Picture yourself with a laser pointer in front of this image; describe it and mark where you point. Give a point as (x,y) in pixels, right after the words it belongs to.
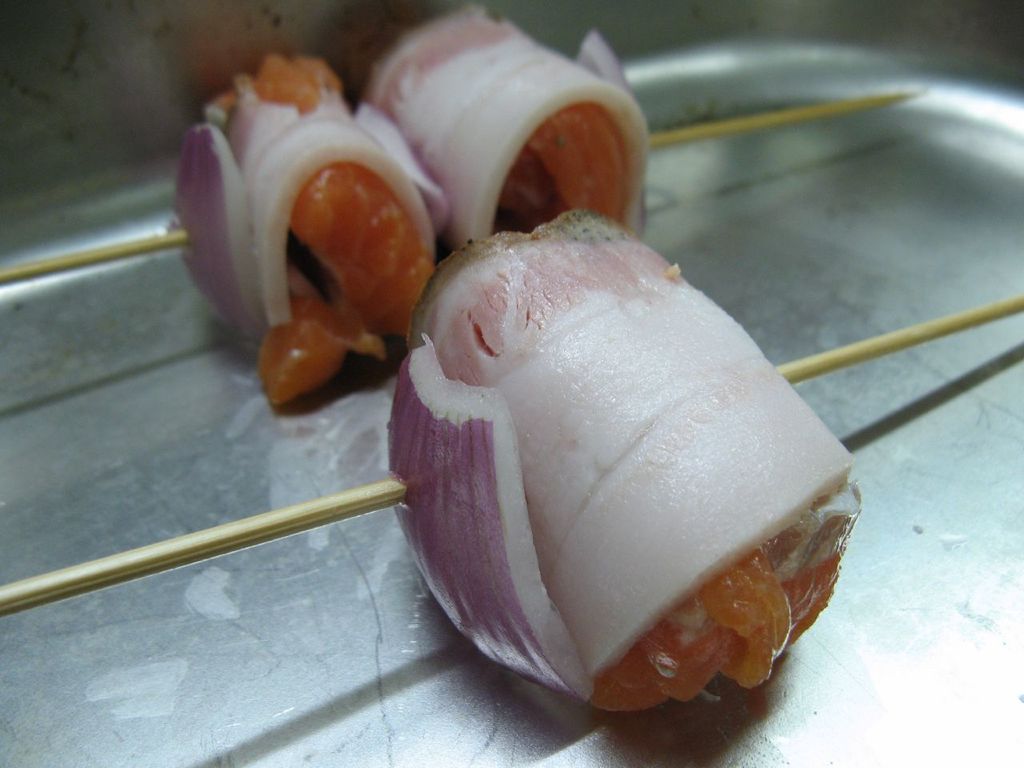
In the picture there are food items (425,217) present to the sticks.
